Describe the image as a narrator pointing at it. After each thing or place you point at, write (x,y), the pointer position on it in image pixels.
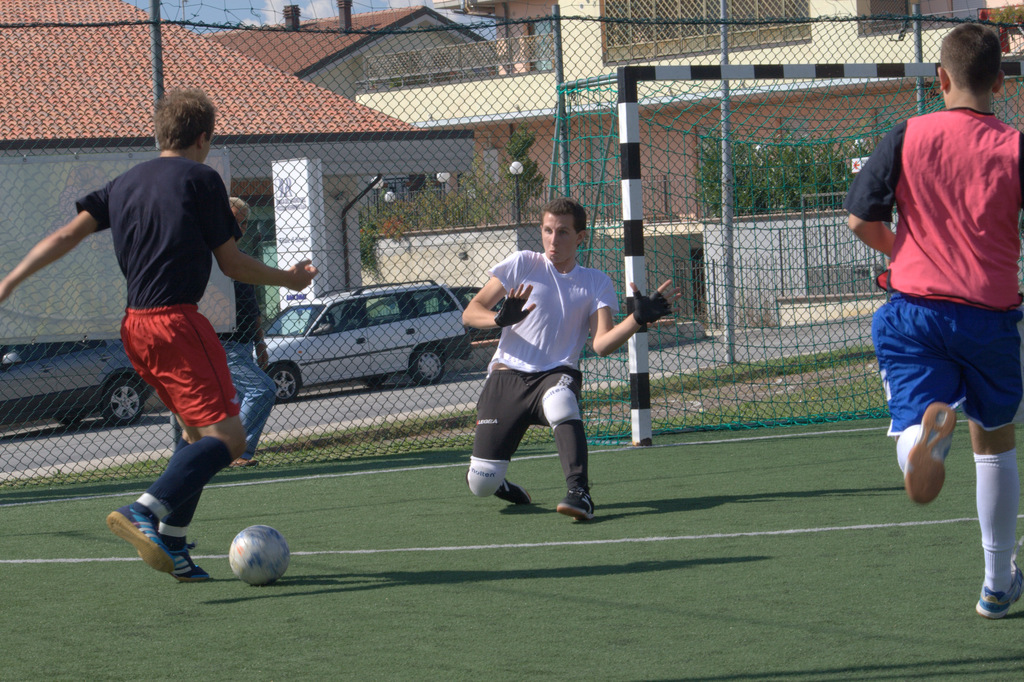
This picture shows three players (914,458) playing football and we see a metal fence (691,34) and few houses (862,53) on the back (148,402) and couple of parked cars (46,395) on the road (403,399).
